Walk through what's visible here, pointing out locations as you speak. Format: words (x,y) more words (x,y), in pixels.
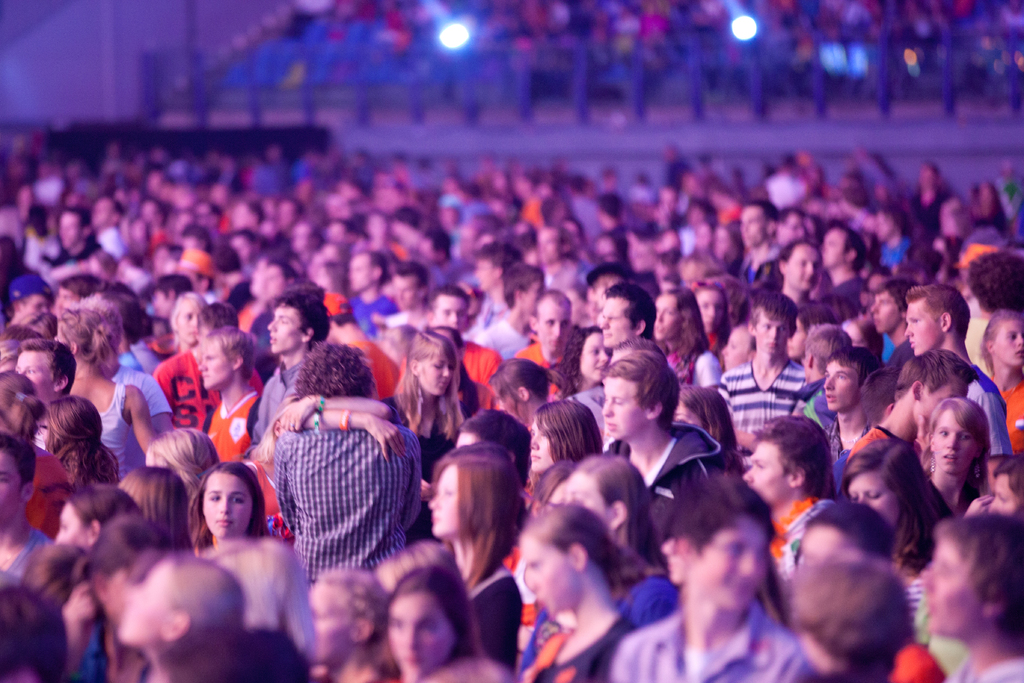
In this image we can see many persons (333,393) standing on the ground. In the background (735,95) we can see fencing (531,102), lights (829,67) and persons (797,9).
